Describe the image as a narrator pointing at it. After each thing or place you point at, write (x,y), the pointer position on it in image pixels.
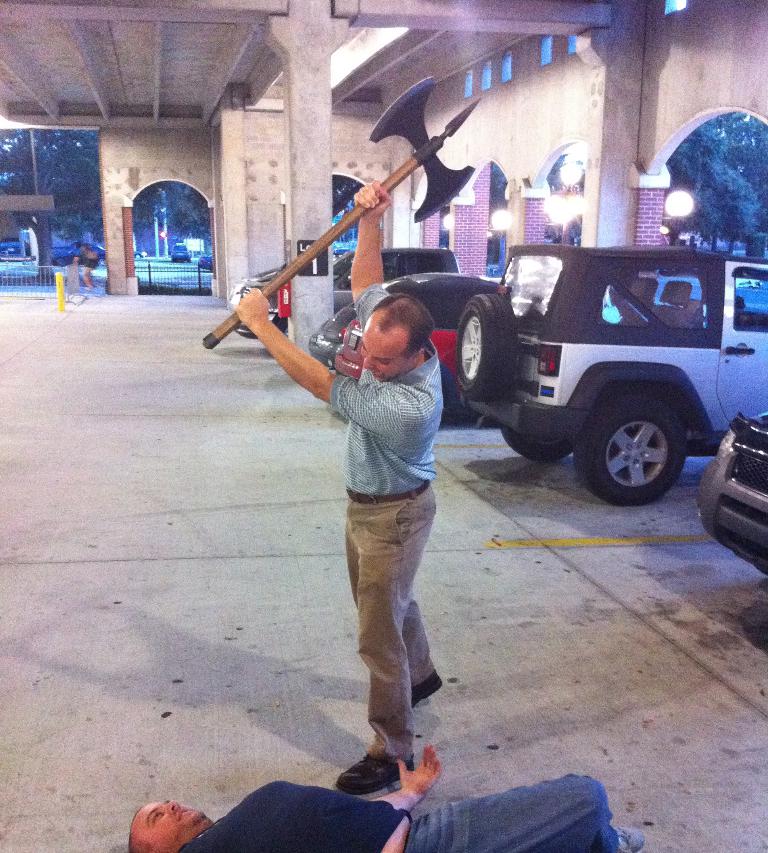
In the picture I can see two men (351,442) among them one man (407,448) is standing and holding something in the hand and other is lying on the ground (489,582). In the background (320,300) I can see a person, trees (347,187), pillars (324,319), wall (457,218), lights (447,229), vehicles (607,473), fence (52,273) and some other things.
